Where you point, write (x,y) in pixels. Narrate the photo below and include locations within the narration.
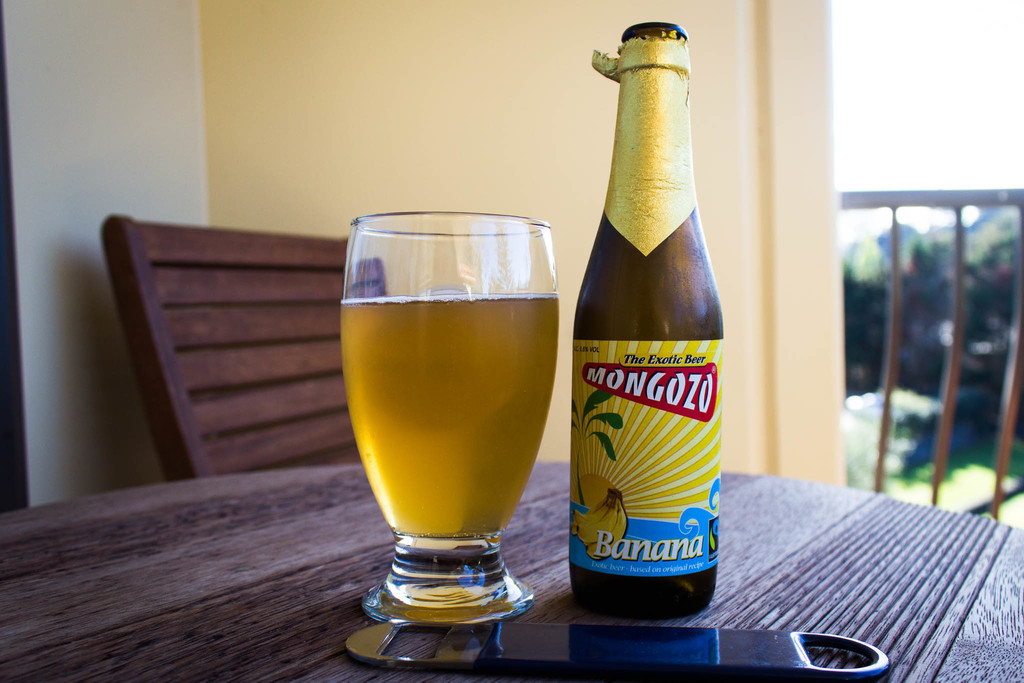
In this picture we can see a table (194,486) and on the table (215,509) there is a glass (381,227) with some liquid (356,358), a bottle (624,298) with a label (629,384) and an opener (780,648). Behind the glass (479,600) there is a chair (272,308), wall (390,127) and the iron grilles (851,199). Behind the grilles (893,225) there is the blurred background (923,228).
